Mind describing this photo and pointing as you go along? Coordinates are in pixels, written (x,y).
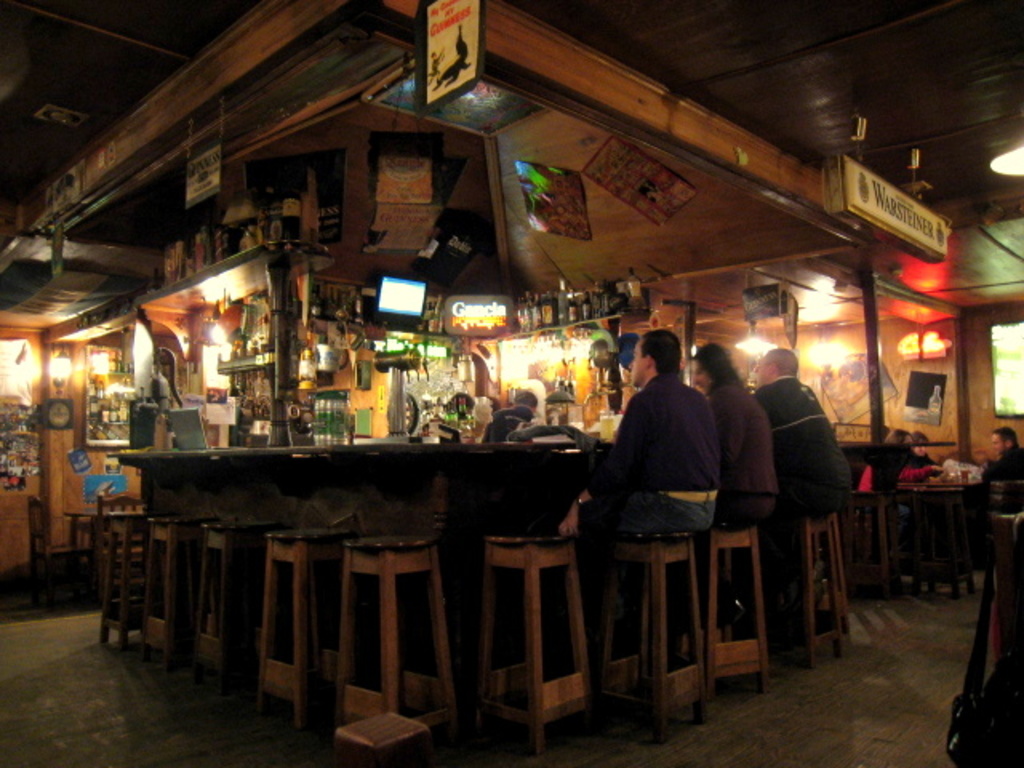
In the picture it looks like a bar (195,310) there are few people (626,477) sitting on the stools (622,536) in front of the bar counter (443,446) and there are plenty of alcohol bottles (548,323) kept in the shelves (248,360) of that counter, on the right side (943,472) a group of people (918,450) were sitting around a table (963,479) and in the background (64,503) there is a wooden wall (62,523).
